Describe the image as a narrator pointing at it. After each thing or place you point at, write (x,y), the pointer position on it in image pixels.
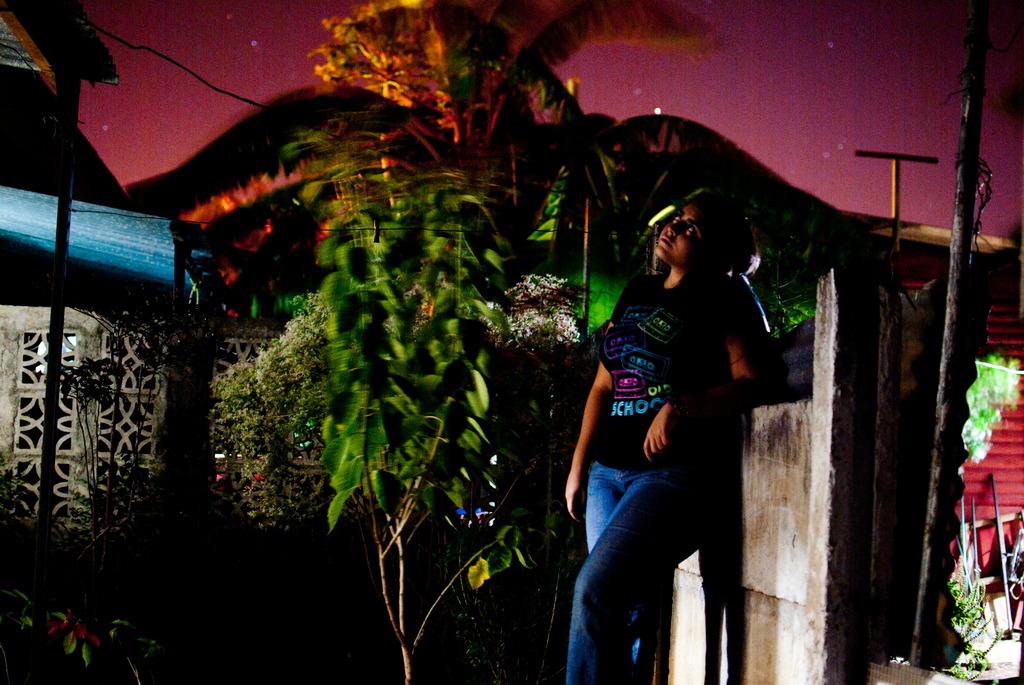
Here we can see a woman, plants (410,460), poles (58,128), flowers (533,322), and trees (461,315). In the background (850,94) there is sky (138,86).
